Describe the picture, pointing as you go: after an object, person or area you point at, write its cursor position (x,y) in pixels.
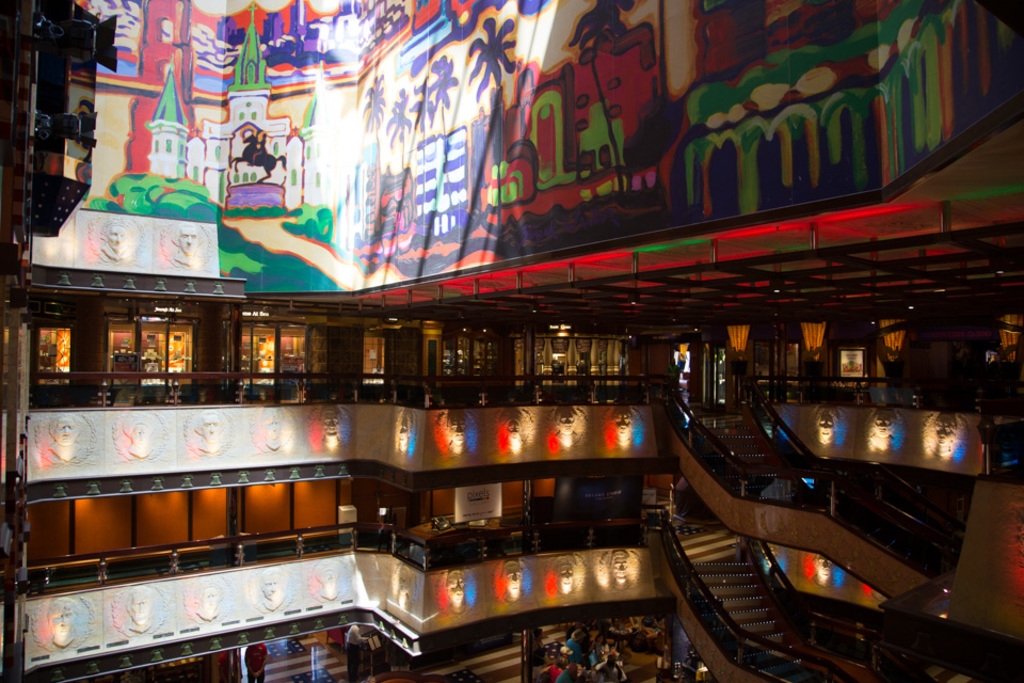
This is a building (317,153) and a horse (264,168), these are stairs (840,534) and plants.
